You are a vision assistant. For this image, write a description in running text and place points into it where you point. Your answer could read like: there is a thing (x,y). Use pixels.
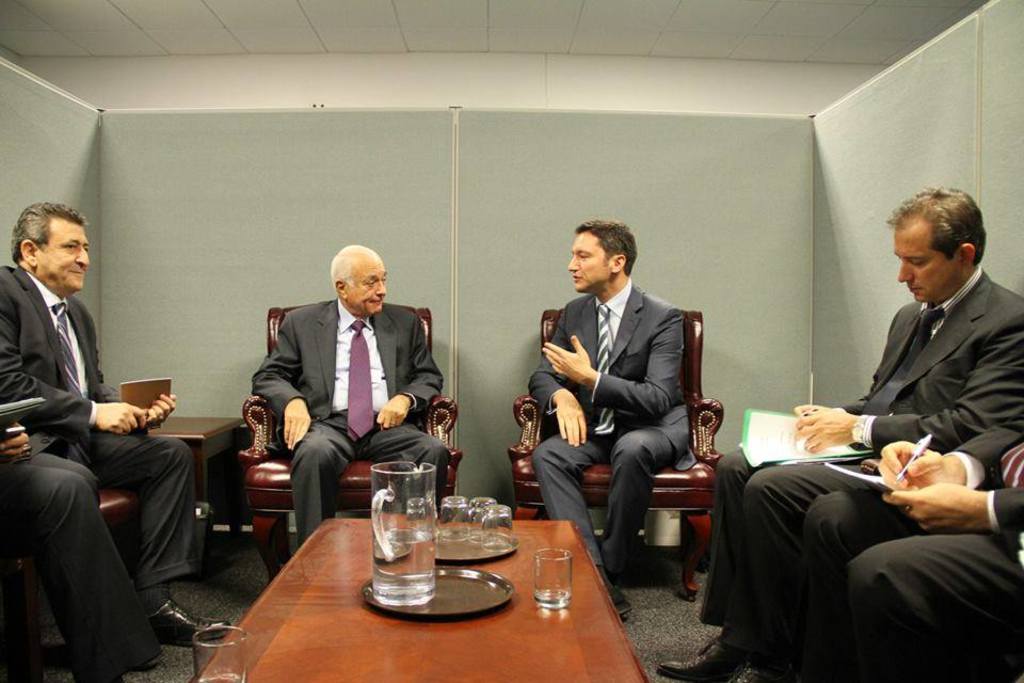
The image is taken in the cabin (532,339) in the center of the image (454,234). There are two people (616,458) sitting and talking. On the left (175,454) there is a man (59,447) sitting on the chair (103,501). On the right (864,542) the people (901,496) are writing on the notes (798,445). In the center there is a table (522,625). On the table (530,645) there are glasses (569,590), plates (451,574) and jug (405,544). In the background (408,174) there is a wall (397,94).
